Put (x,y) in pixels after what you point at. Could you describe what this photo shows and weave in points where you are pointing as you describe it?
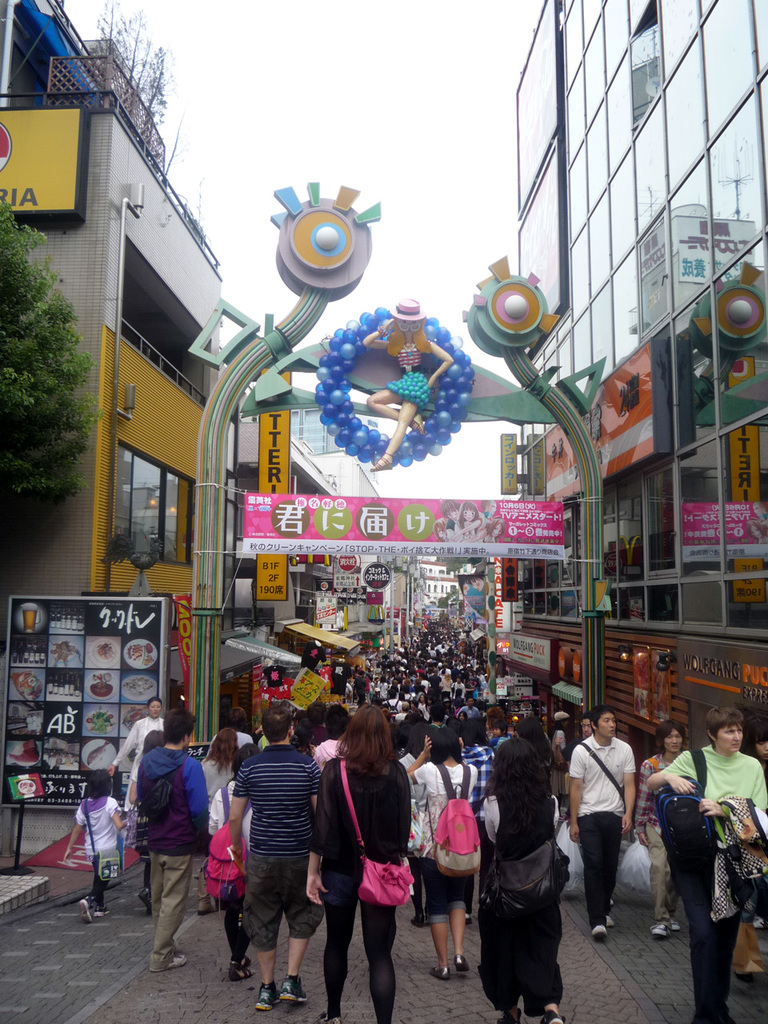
In this image it seems like a carnival. There is a road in the middle (439,675) on which there are so many people (420,741) walking on it. There are buildings (156,305) on either side of the road (586,955). On the left side (85,693) there is a hoarding (63,721) on the footpath (59,880). Beside the hoarding (29,747) there is a sign (29,870). On the right side (649,784) there are few people (705,881) walking on the road (648,897) by holding the covers (648,872) and bags (685,824). In the middle (382,356) there is an arch (384,374). In the middle of the arch (394,374) there is a girl (408,384) sitting with the balloons (348,366) around her.
